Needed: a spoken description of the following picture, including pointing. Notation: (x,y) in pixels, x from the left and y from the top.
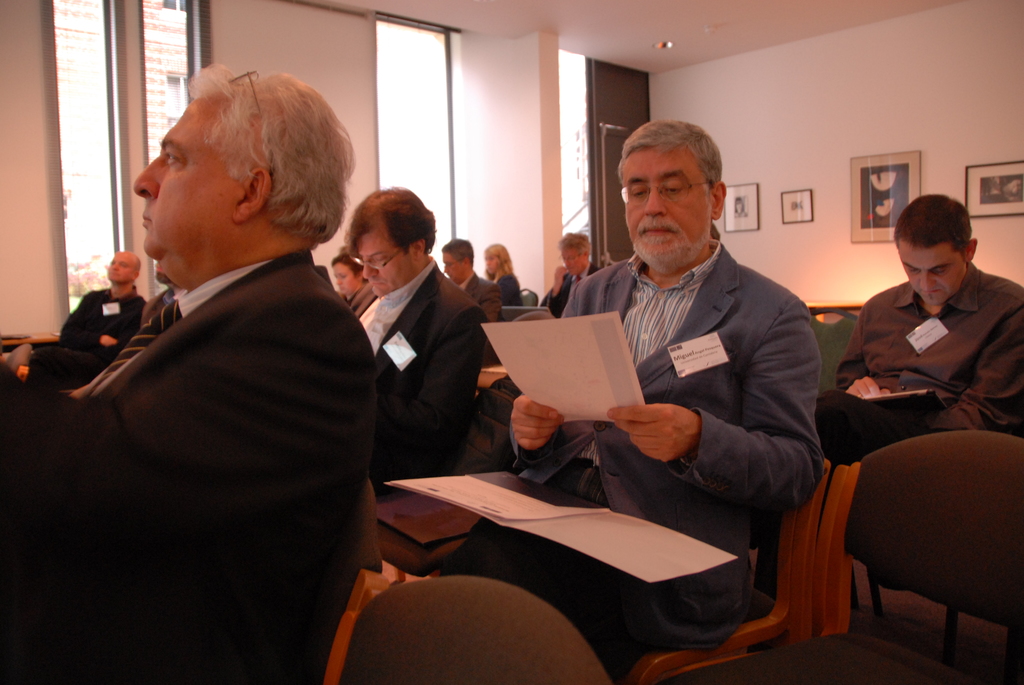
Most of the persons (75,395) are sitting on chairs (381,594). Front this person (651,461) is holding a paper (616,374) and wore suit (695,387). A pictures (878,200) on wall (1007,140). From this window (160,56) we can able to see a building (166,79). Most of the persons (366,349) wore suits (462,319).
